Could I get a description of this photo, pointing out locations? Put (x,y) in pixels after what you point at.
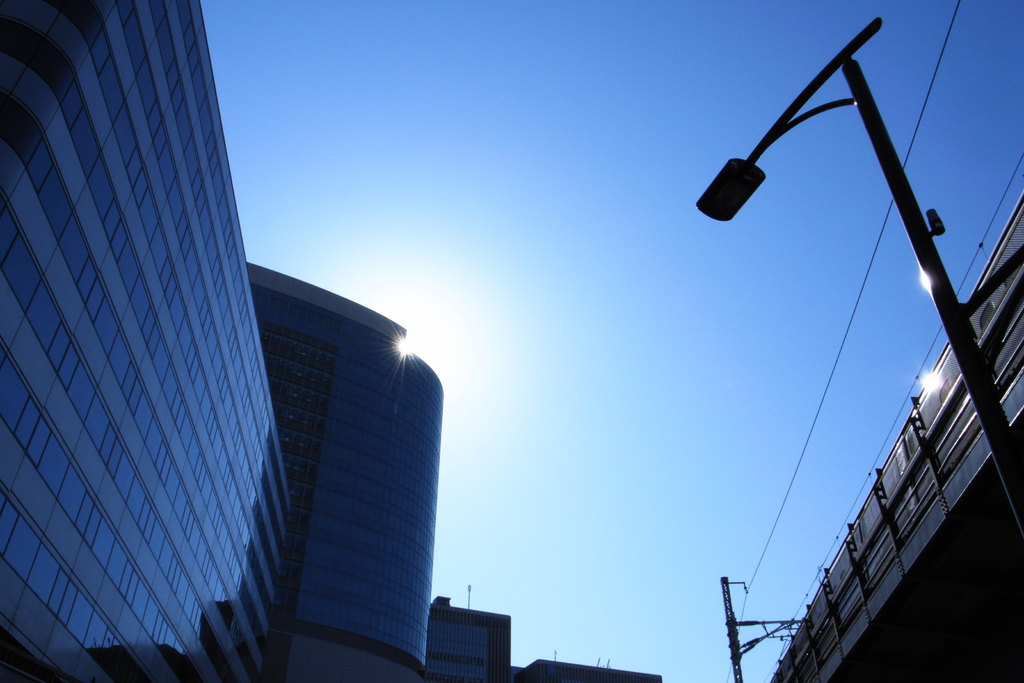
In this picture I can see the buildings (166,363) in front (297,681) and on the right side of this picture (912,510) I can see a thing (871,522) and I see 2 poles (996,276) and wires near to it. In the background (264,165) I can see the sky (619,171) and the sun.
